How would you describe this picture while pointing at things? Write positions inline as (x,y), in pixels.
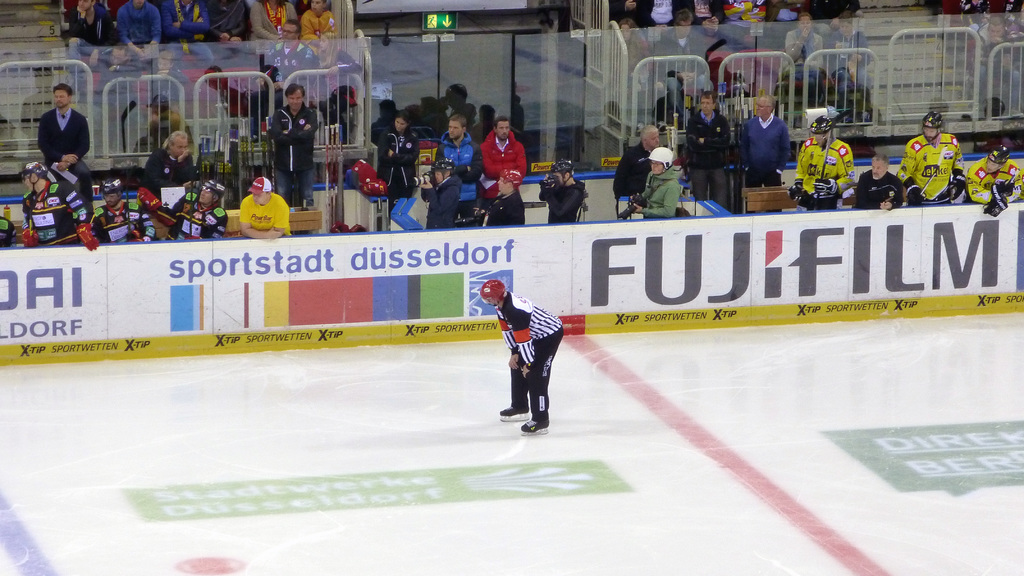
At the bottom of the image (552,399) there is ice (626,399). In the middle of the image (554,322) a man (554,322) is doing skating on ice (564,370). Behind him there is fencing (409,335). Behind the fencing (622,331) few people (502,132) are standing and sitting and holding something in their hands (967,190) and there is a sign board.
